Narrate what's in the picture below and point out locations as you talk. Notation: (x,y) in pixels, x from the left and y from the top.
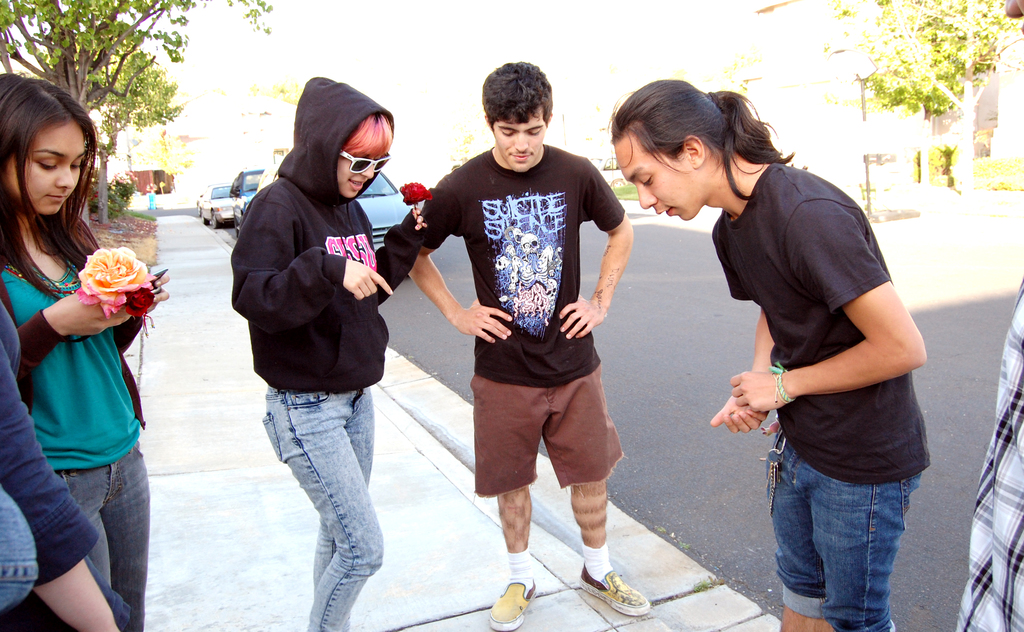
Here in this picture we can see a group of people (583,298) standing on the ground (249,438) and the woman (53,289) on the left side (53,289) is holding a flower (80,295) in her hands (72,305) and smiling and we can see other people (354,268) are also smiling and the woman (337,232) in the middle (357,236) is also holding a flower (415,196) and wearing goggles (345,156) and behind them we can see cars (212,213) present on the road (230,230) and we can also see plants (124,185) and trees (135,80) present on the ground (127,217).
